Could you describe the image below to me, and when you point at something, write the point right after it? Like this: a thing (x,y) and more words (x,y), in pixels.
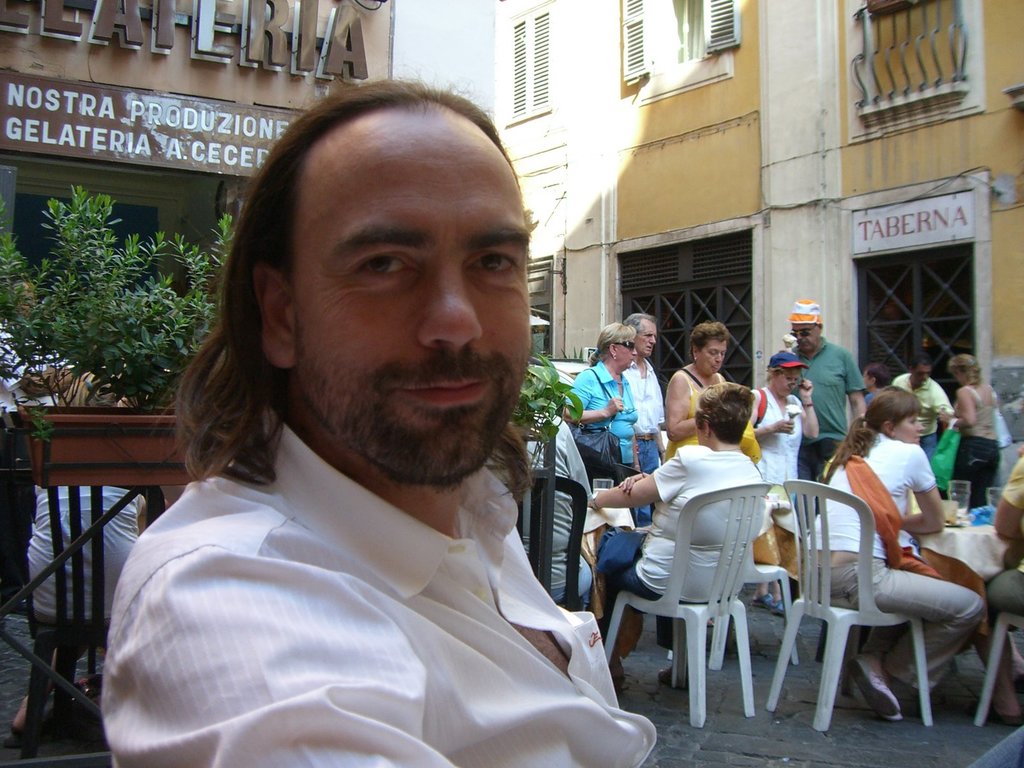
On the left (304,582) there is a man (368,473), behind him there are plants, buildings (987,143), windows (536,57) and few people (651,596) are sitting on the chair (668,594) at the table (984,561) and few are standing. There are glasses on the table (784,540).
